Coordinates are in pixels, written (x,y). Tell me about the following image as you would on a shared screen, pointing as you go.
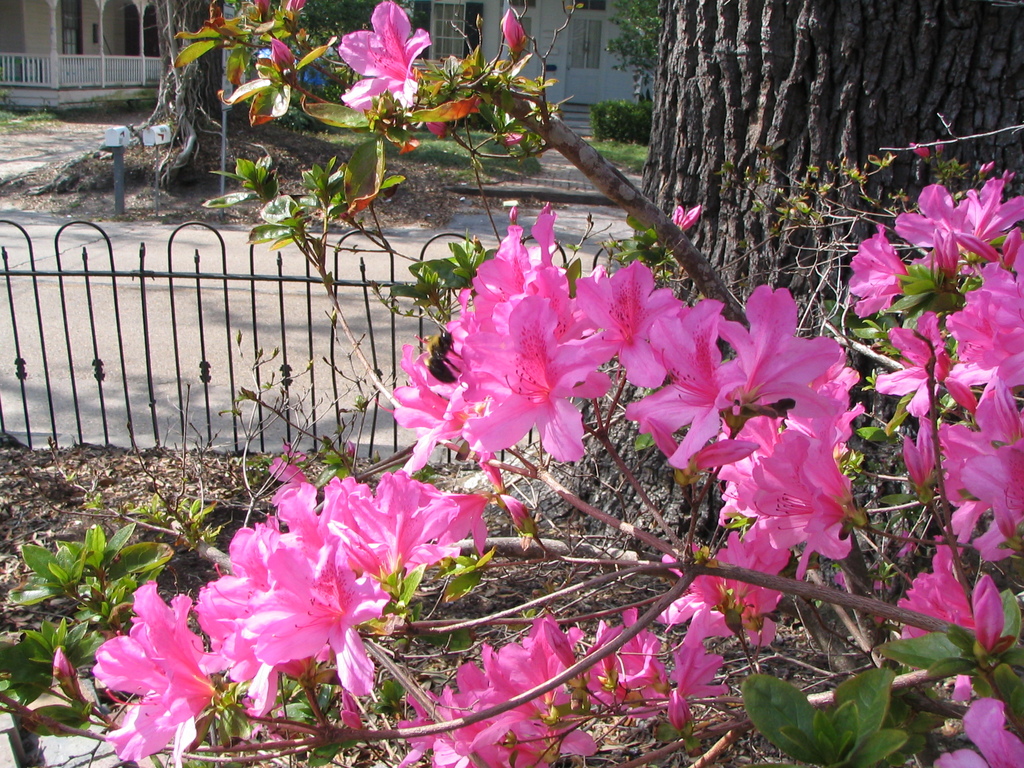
At the bottom of the image (348,614) there are some flowers (783,376) and trees (803,231). Behind the trees (813,247) there is fencing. At the top of the image (730,66) there are some trees (731,41), plants (358,132) and building (56,51).
